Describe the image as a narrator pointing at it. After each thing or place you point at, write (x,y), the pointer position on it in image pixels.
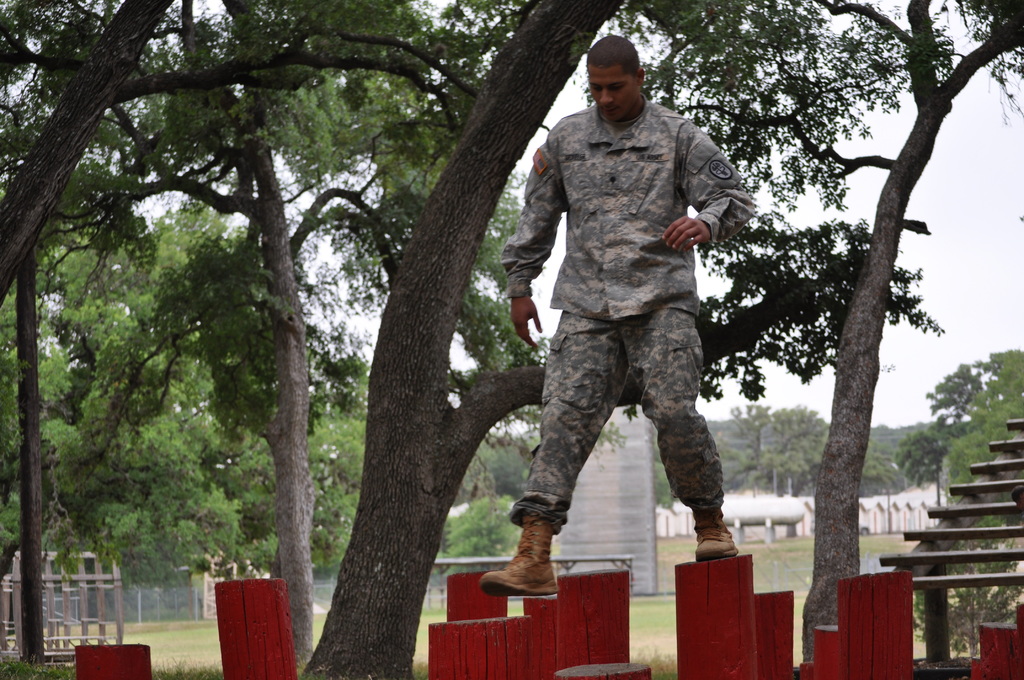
There is a person (519,317) walking on a red color poles (551,606). There are trees (519,382). On the right side (950,524) there are steps (976,555). In the background (732,432) there are trees (792,424) and sky (924,260).
